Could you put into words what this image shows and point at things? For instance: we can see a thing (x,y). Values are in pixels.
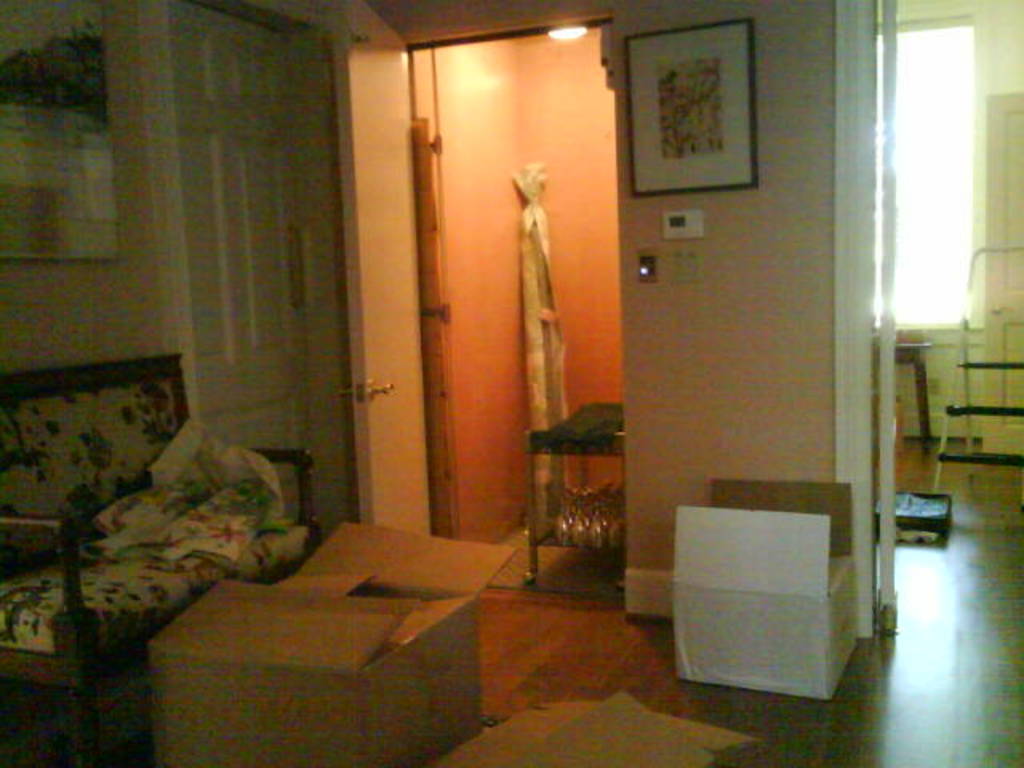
In this image we can see cloth (262,497) on a chair (169,595), carton boxes (437,655) on the floor (553,576), frames (60,168) on the walls (134,212), light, doors (1008,254), objects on a table (617,428), window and other objects (546,281).
